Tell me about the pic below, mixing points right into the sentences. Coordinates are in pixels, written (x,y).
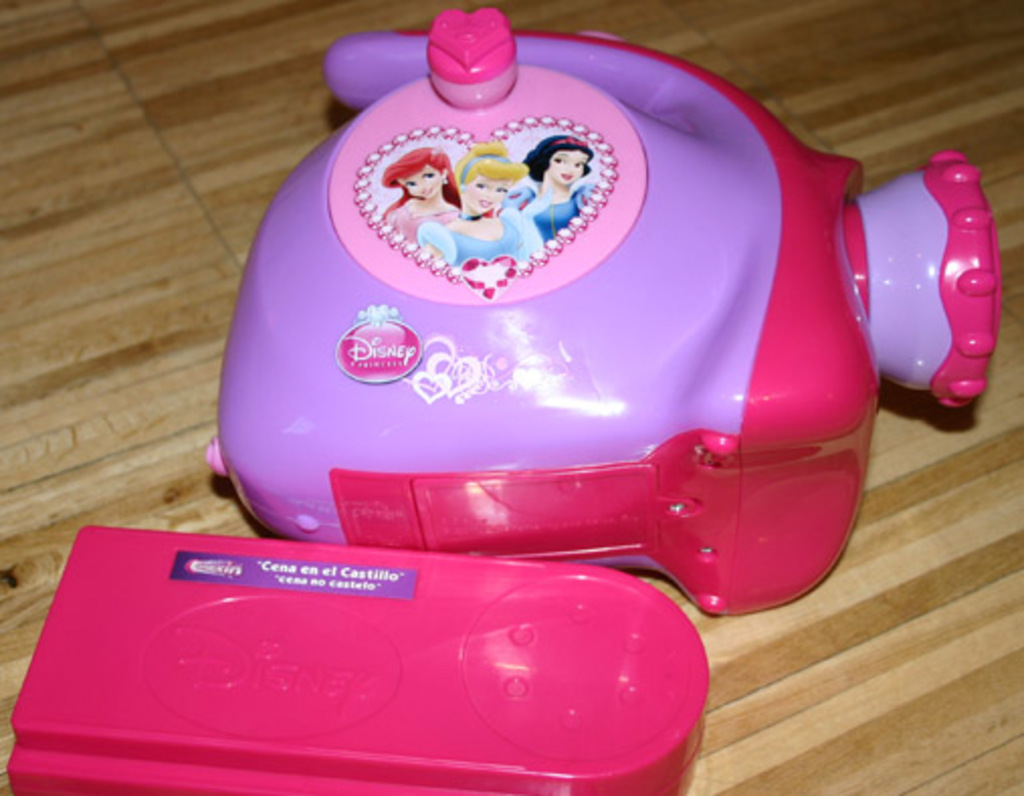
In this image, we can see two toys (576,454) on the wooden surface (57,397).
